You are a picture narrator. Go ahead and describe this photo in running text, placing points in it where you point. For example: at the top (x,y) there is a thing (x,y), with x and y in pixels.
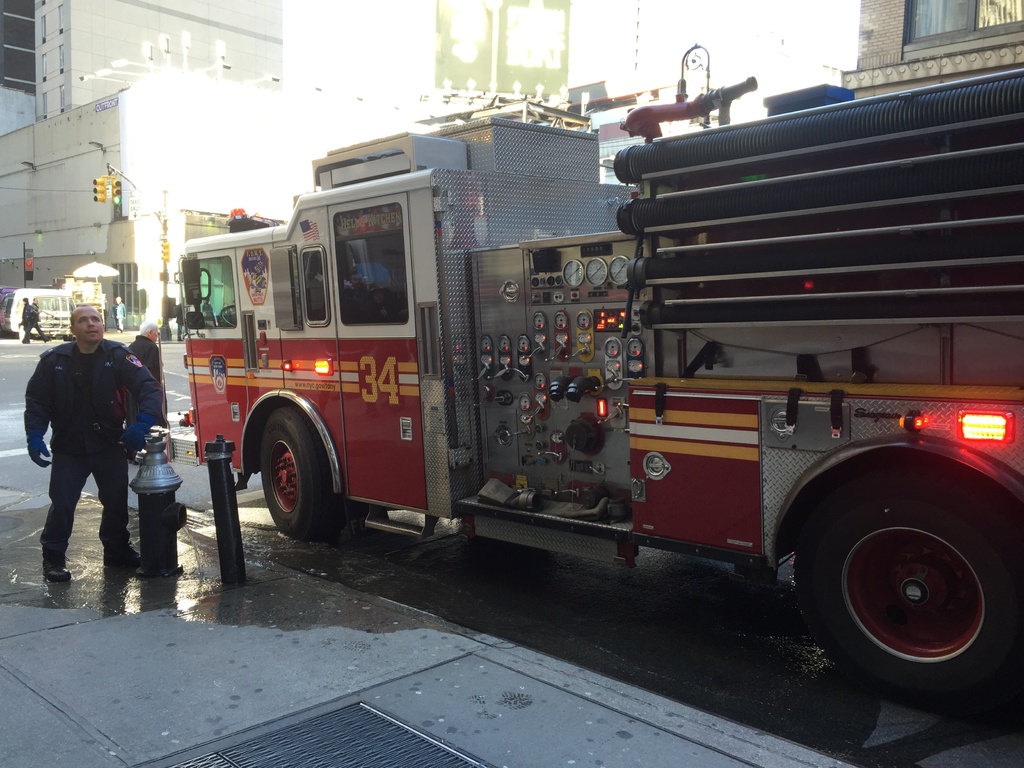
In this picture we can see vehicles (392,451), people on the road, here we can see a hydrant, metal pole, traffic signals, manhole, umbrella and some objects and in the background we can see buildings (267,9).
